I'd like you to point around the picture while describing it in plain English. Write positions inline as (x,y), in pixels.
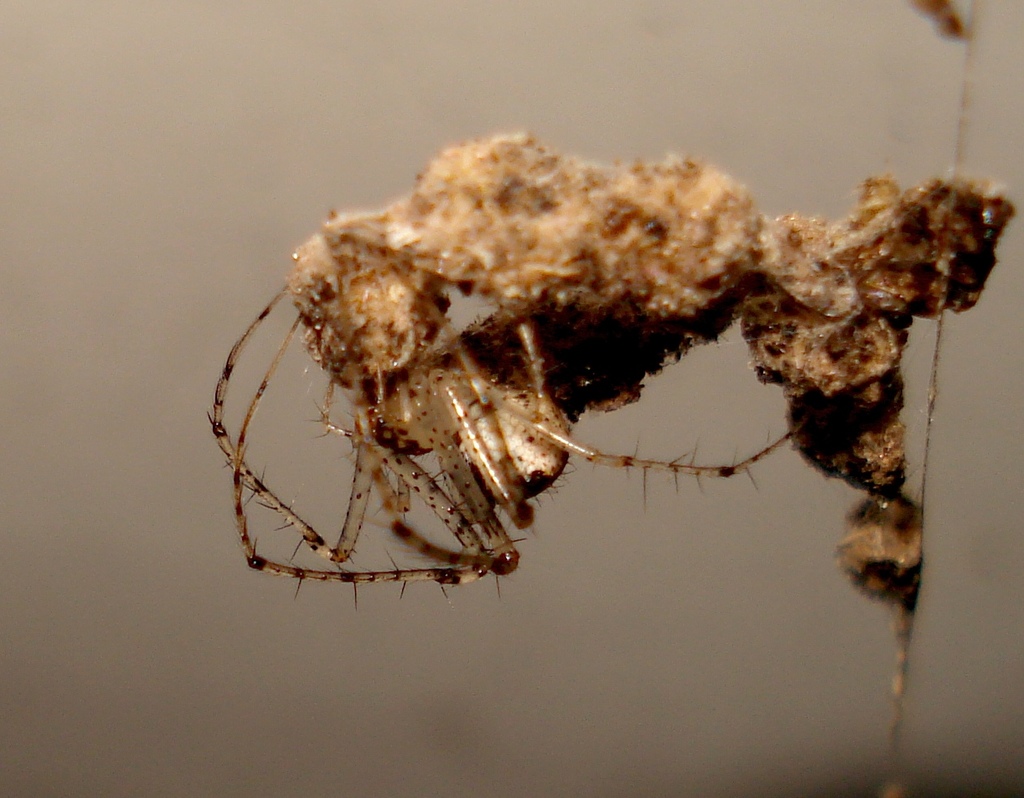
In this image in the front (475,395) there is an insect (481,408) and the background (557,654) is blurry.
